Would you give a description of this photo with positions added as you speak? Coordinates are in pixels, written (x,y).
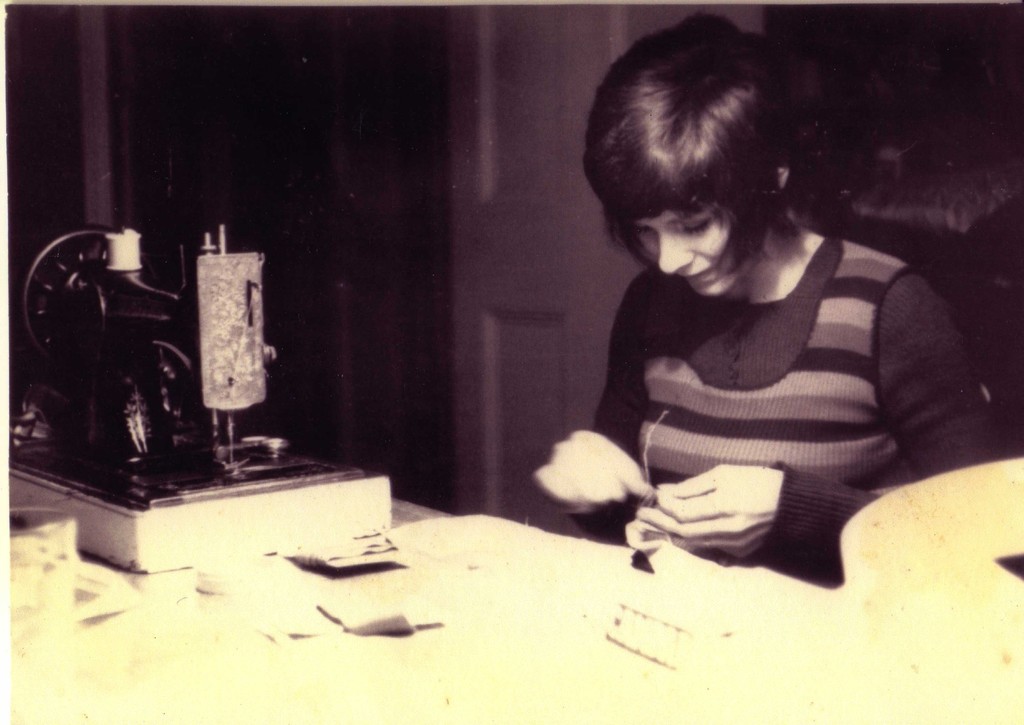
This is black and white image where we can see a woman (731,299). In front of her, there is a table (151,680). On the table (648,677), we can see sewing machine (149,454) and some objects (323,614). In the background (458,378), there is a door (473,143).
